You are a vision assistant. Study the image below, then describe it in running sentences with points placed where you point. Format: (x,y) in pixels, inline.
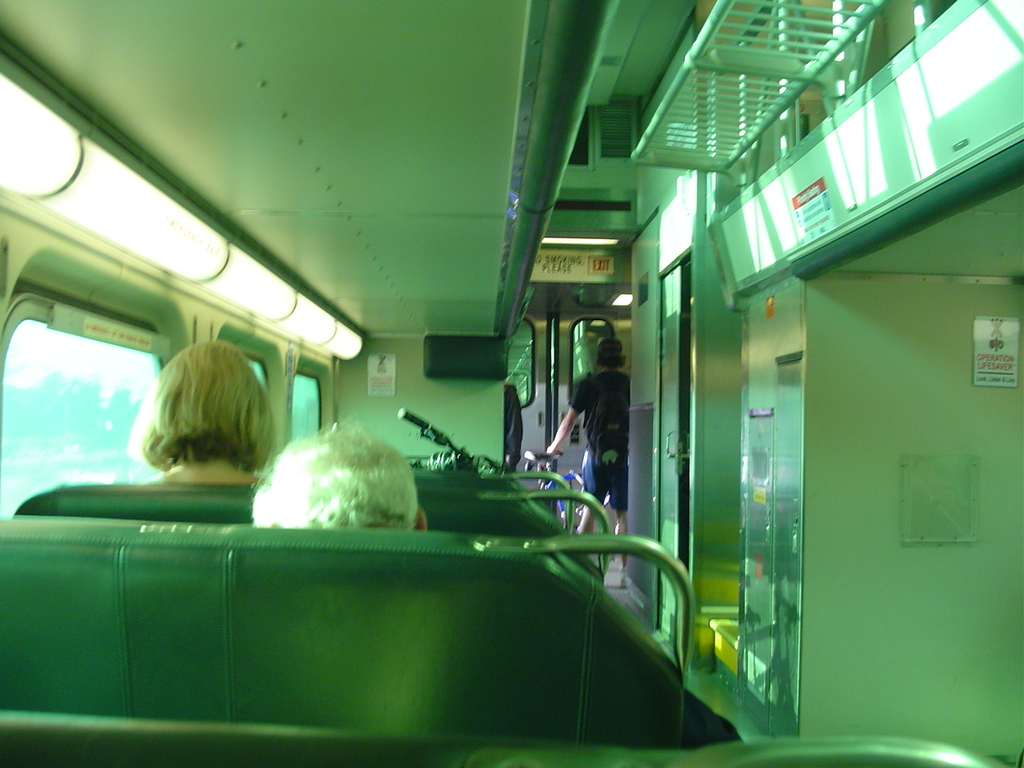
In this picture we can see inside of a vehicle (569,338), there are people (211,418) and we can see seats (611,708), boards (980,367), grille (736,109), glass windows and lights (18,118).
